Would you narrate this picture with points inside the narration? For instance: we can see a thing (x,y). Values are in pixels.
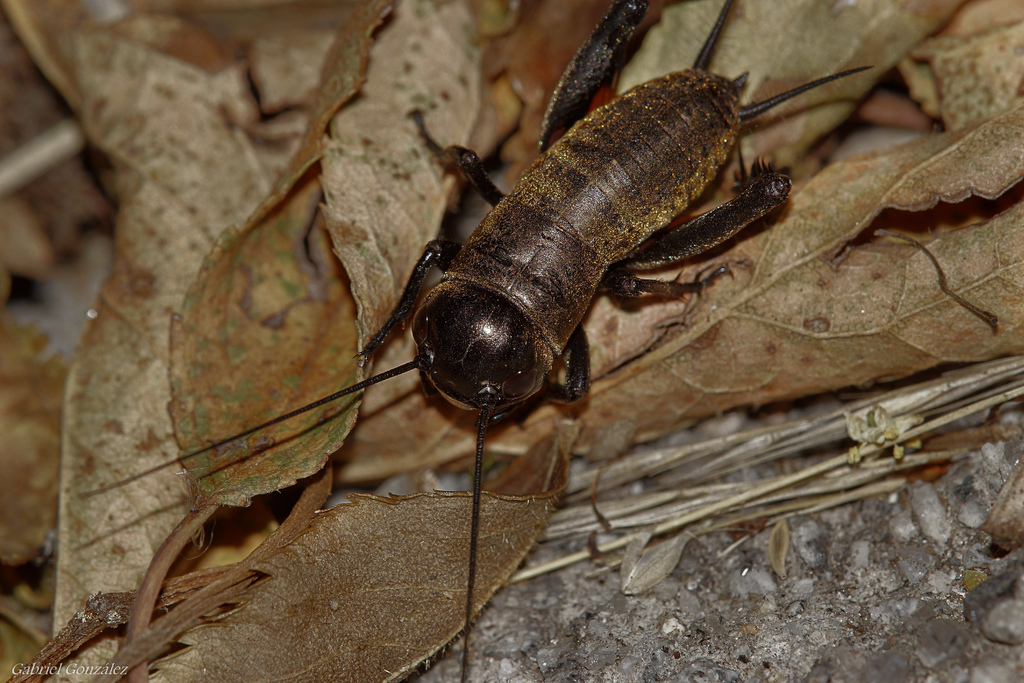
In this image in the center (525,349) there is an insect (462,354) on leaves (365,285), at the bottom (865,475) there are some small stones (808,551) and some sticks (728,512).
